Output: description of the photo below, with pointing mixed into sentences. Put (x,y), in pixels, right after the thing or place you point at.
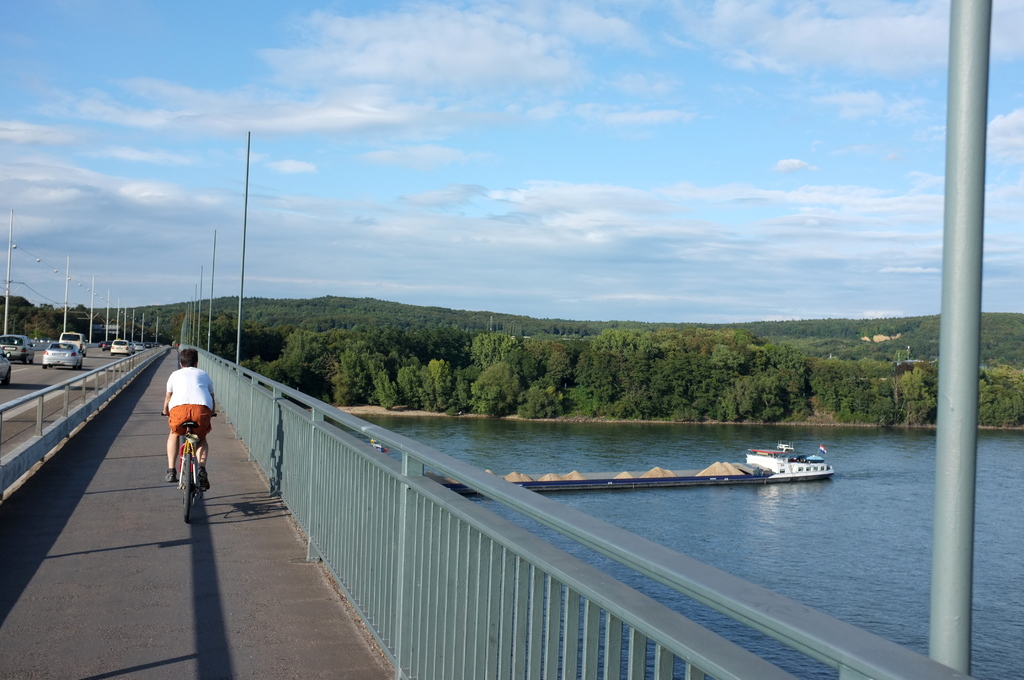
This image is taken outdoors. At the top of the image (140,119) there is a sky (402,138) with clouds (636,120). In the background (270,351) there are many trees (516,361) and plants (864,359). On the left side of the image (112,436) there is a bridge (114,420) with railings (242,376) and many cars (76,347) are moving on the road (98,359). A boy (181,369) is riding a bicycle (193,446) on the road (147,420) and there are many poles (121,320). On the right side of the image (788,514) there is a river (755,487) with water (889,495) and there is a boat (676,476) on the river (737,449).
